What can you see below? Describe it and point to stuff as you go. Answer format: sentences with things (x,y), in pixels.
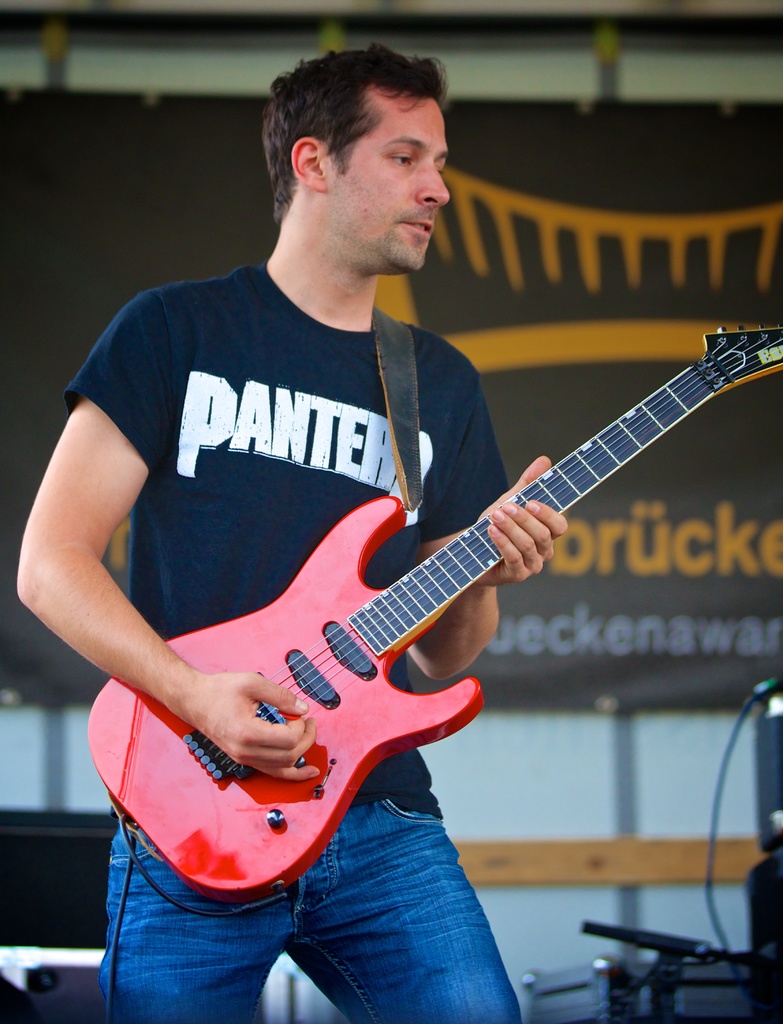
In this image I see a man (172,344) who is standing and holding a guitar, which is of red and black in color. In the background (734,996) i see few equipment (702,1023).
